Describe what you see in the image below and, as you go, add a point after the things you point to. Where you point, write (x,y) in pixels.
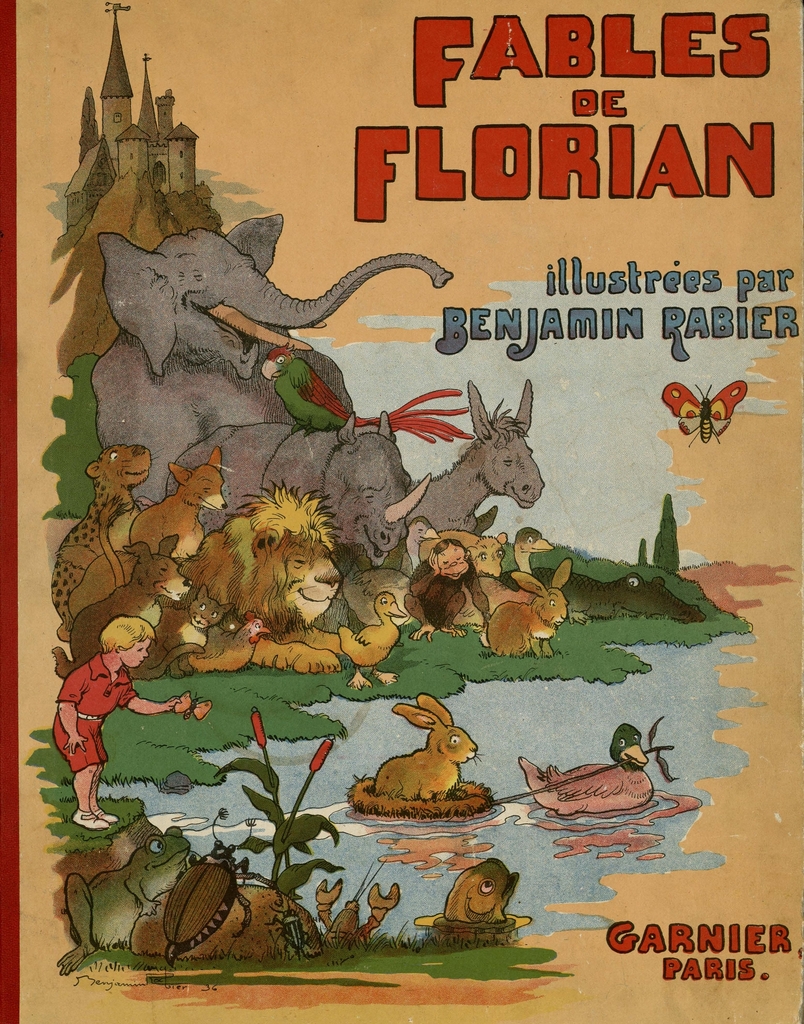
In the picture we can see a magazine (312,671) on it, we can see a painting (608,844) of cartoon animals (329,612) and a name (422,81) on it as fables de Florian.
